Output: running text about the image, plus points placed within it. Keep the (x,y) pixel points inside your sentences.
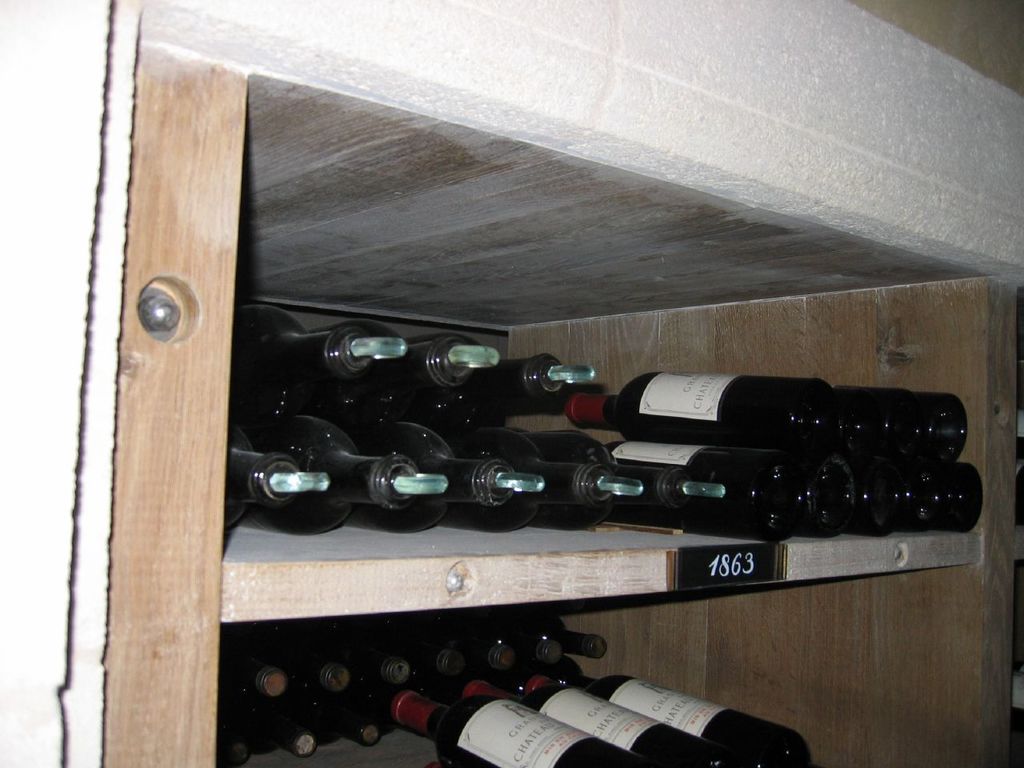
This is the picture of a room (449,98). In this image there are different types of bottles (629,473) in the cupboard (604,565) and there are labels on the bottles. There is a board (740,566) on the cupboard (707,595) and there is a number (718,572) on the board (722,560). On the left side of the image (165,326) there is a bolt (165,307) on the cupboard (134,547).
